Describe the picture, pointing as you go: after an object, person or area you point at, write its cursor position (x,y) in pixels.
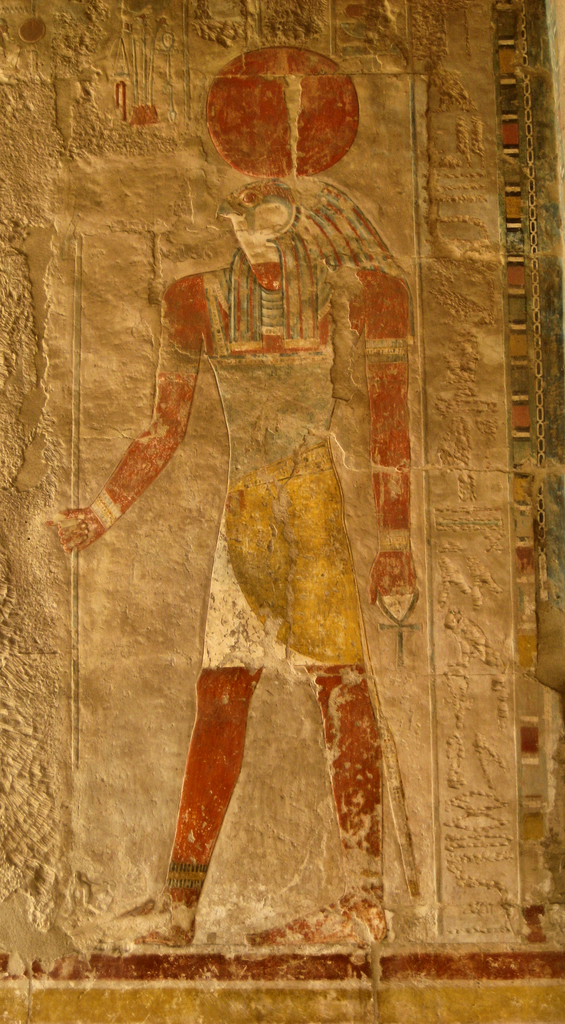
In the image in the center (285,466), we can see one Horus artwork (329,597) on the wall (21,604).
